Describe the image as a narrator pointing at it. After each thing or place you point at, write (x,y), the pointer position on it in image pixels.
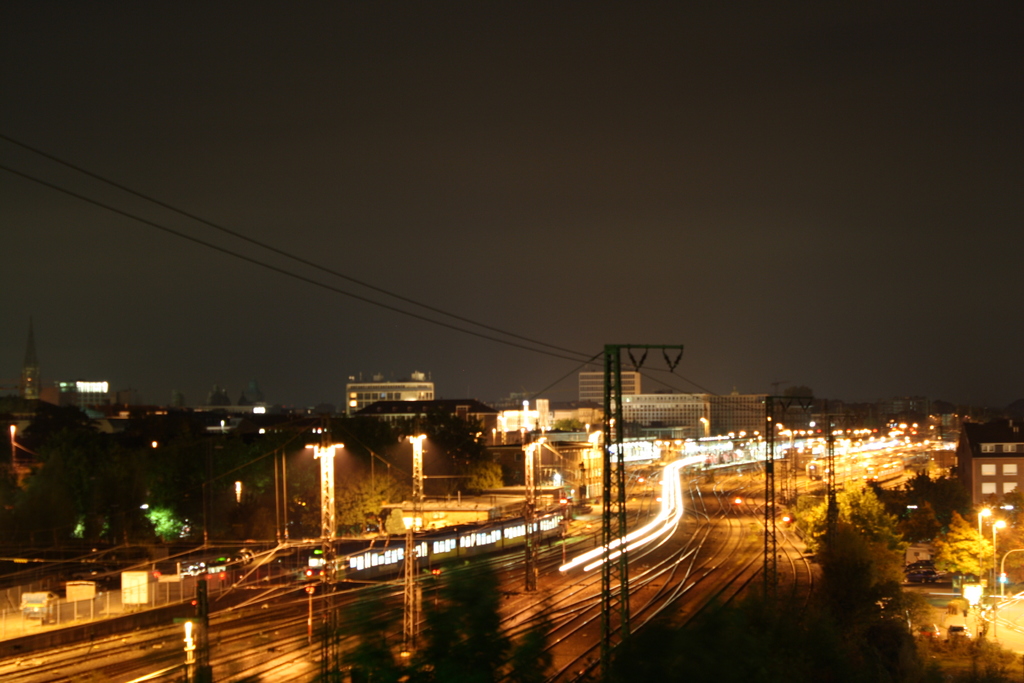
This is a night view of a city (465,474). In this image we can see there is a train (314,569) on the track (256,603) and there are many tracks (629,594) and there are some moving vehicles (215,573) on the road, utility poles (609,361) and street lights (997,531). In the background (293,421) there are trees (88,429), buildings (977,475) and a sky (326,328).
